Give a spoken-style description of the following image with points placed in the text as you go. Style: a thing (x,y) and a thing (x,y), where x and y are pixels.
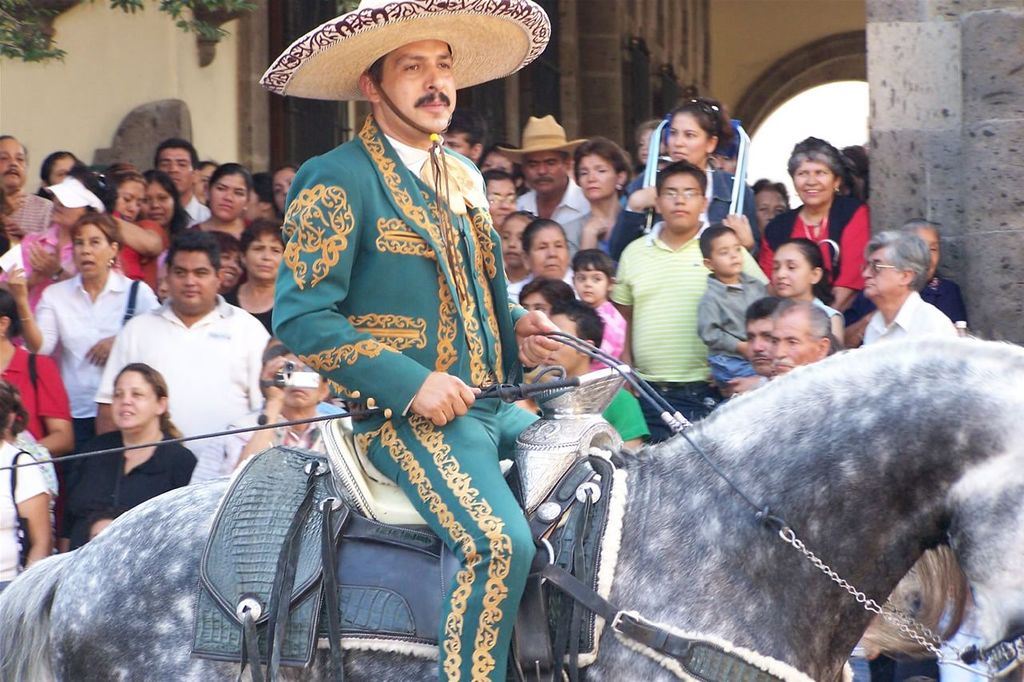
In this picture we can see a man (393,463) is sitting on a horse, here is the saddle (408,575) on it and he is catching a rope (351,411) in his hand (425,409), here are group of people (189,208) standing and looking, and here is the wall (87,65) and beside there are some trees (21,28).
